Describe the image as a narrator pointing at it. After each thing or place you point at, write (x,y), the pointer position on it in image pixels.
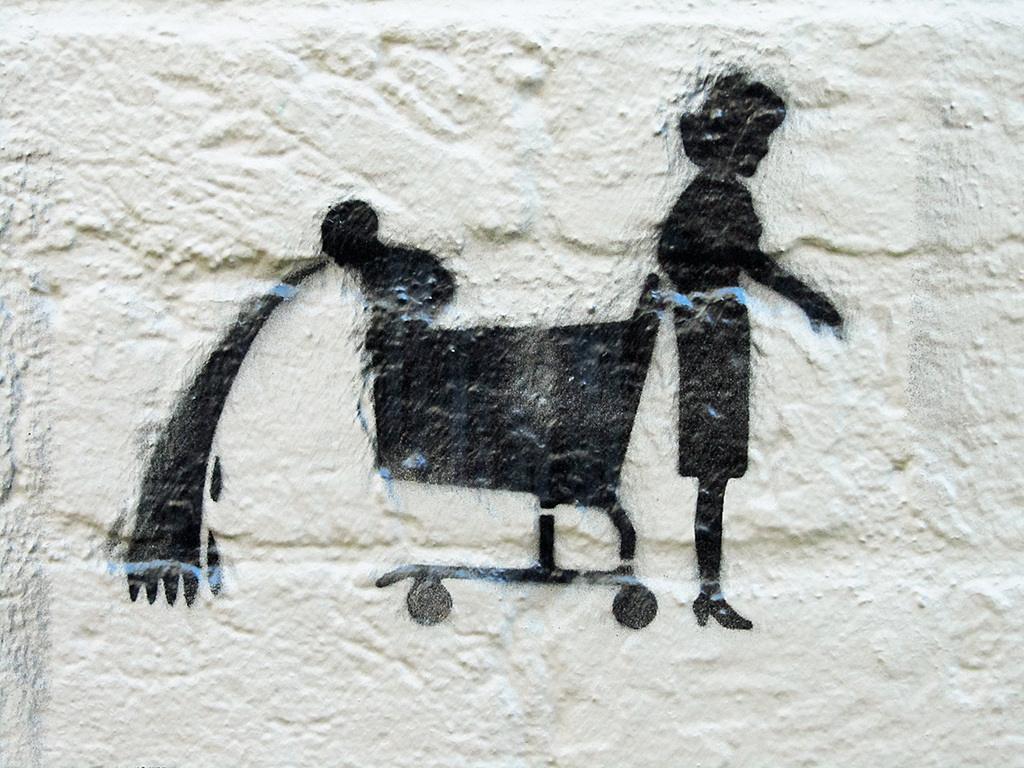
In the foreground of this image (459,451), there is a painting (686,417) of a woman (699,543) and a wheel cart (470,434) on the wall (369,73).
